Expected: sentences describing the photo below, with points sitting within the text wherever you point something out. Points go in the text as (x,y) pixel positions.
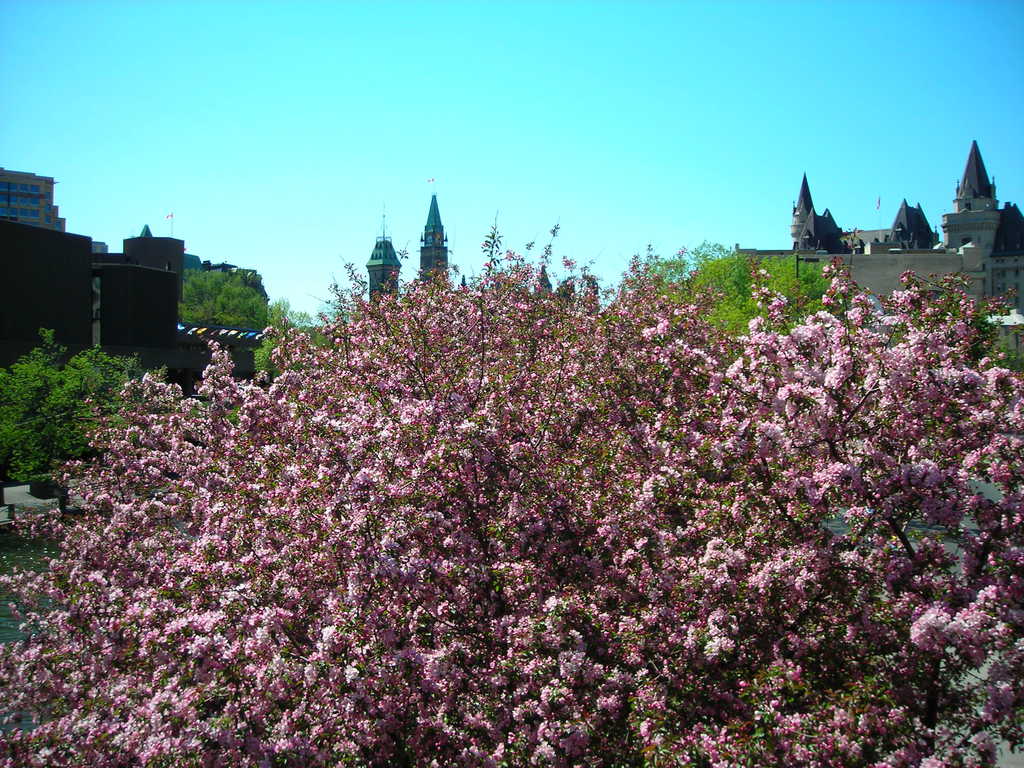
In the middle of the image (554,407) we can see some trees (519,287). Behind the trees (372,391) there are some buildings (7,298). At the top of the image (131,138) there is sky (185,149).
